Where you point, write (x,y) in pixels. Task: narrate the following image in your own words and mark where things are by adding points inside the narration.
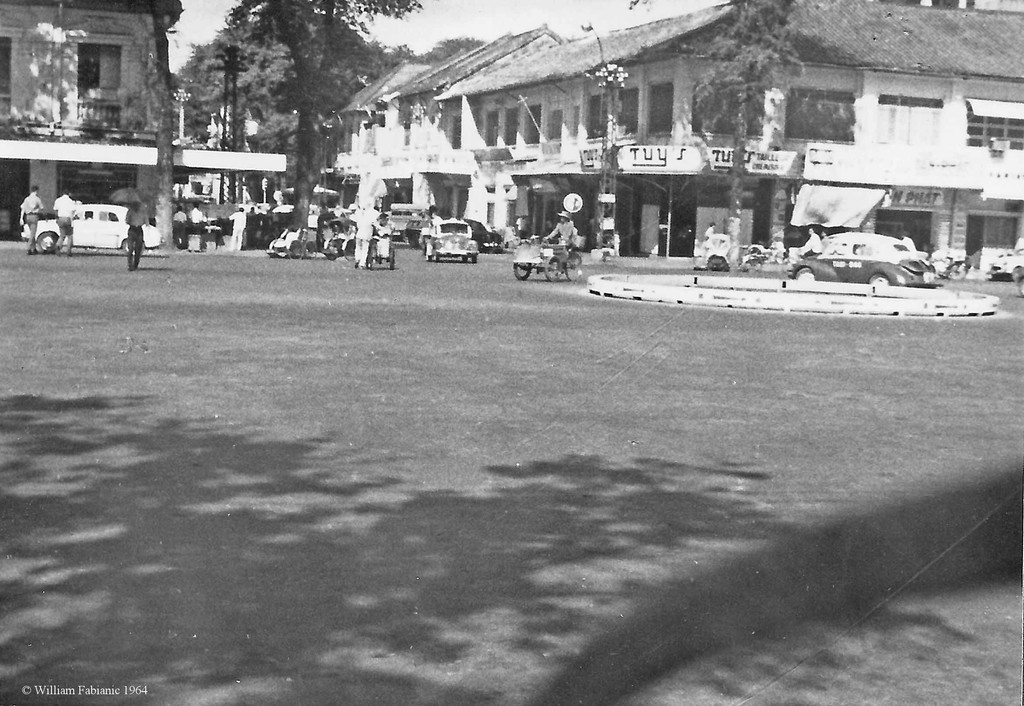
There is road (537,372) on which, there are shadows (581,489) of trees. In front of them, there is watermark (111,691). In the background (342,238), there are persons (383,232) walking, vehicles (462,232) moving on the road (684,265). There are trees (270,15), buildings (374,94) which are having roofs (803,61) and there is sky (511,8).
